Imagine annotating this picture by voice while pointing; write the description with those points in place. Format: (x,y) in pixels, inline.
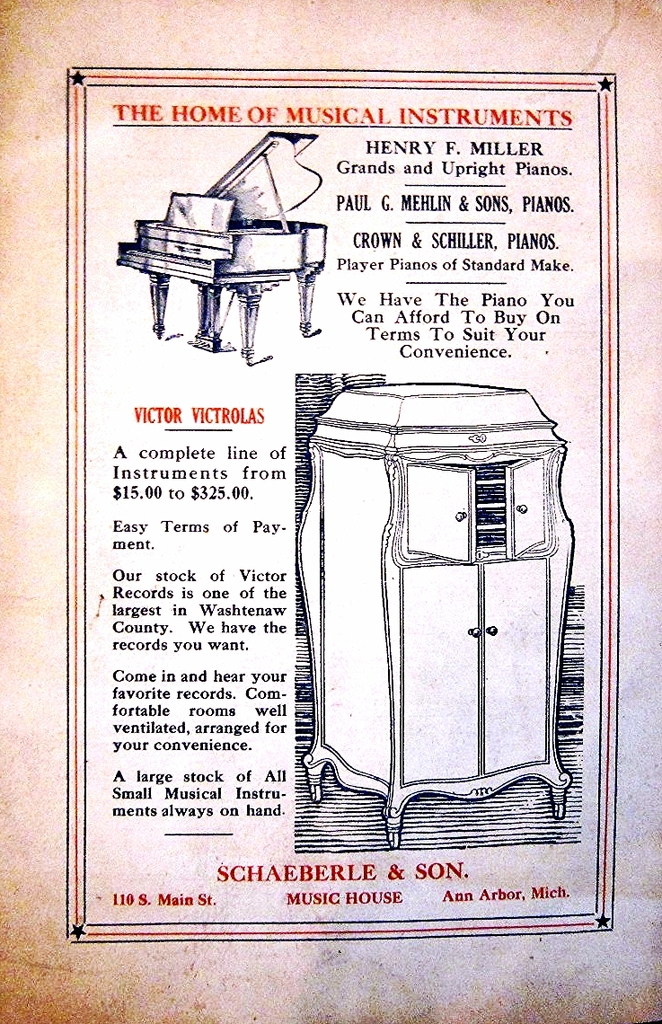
In the foreground of this poster, there is some text (506,205) and the diagrams (318,266) of a musical instrument (272,274) and the cupboard (421,580) like an object (314,504).
